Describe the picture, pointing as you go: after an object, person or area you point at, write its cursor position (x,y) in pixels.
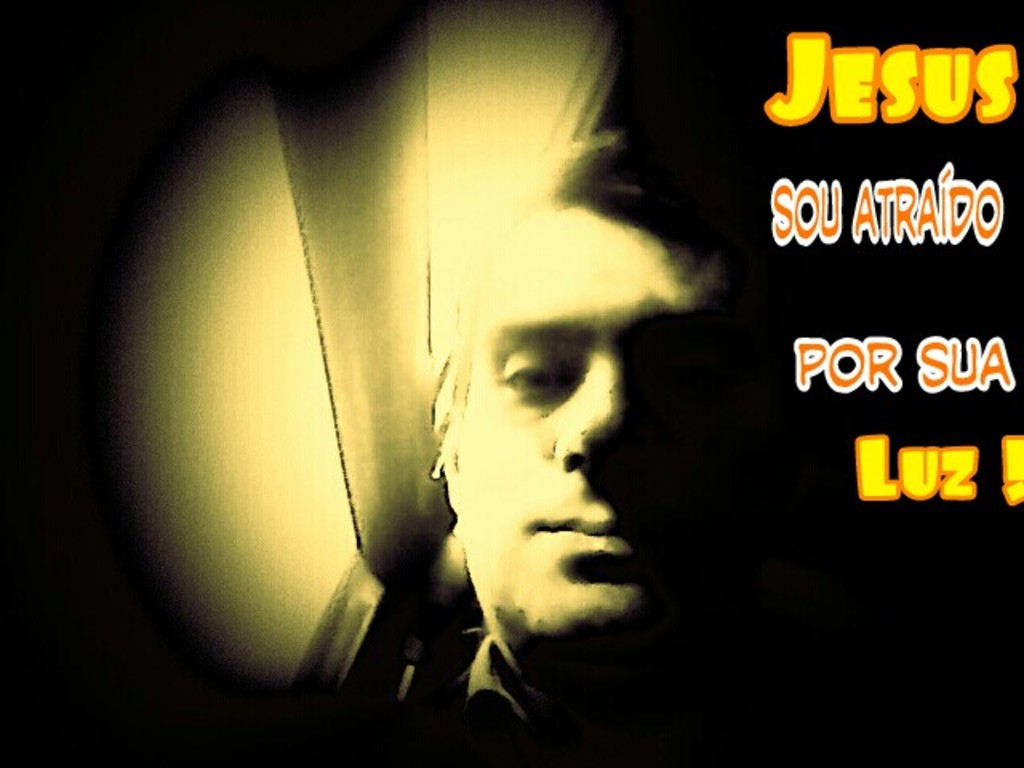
The image is dark but we can see a person (455,487), objects (420,459) and on the right side (896,56) we can see texts (854,340) on the image.
